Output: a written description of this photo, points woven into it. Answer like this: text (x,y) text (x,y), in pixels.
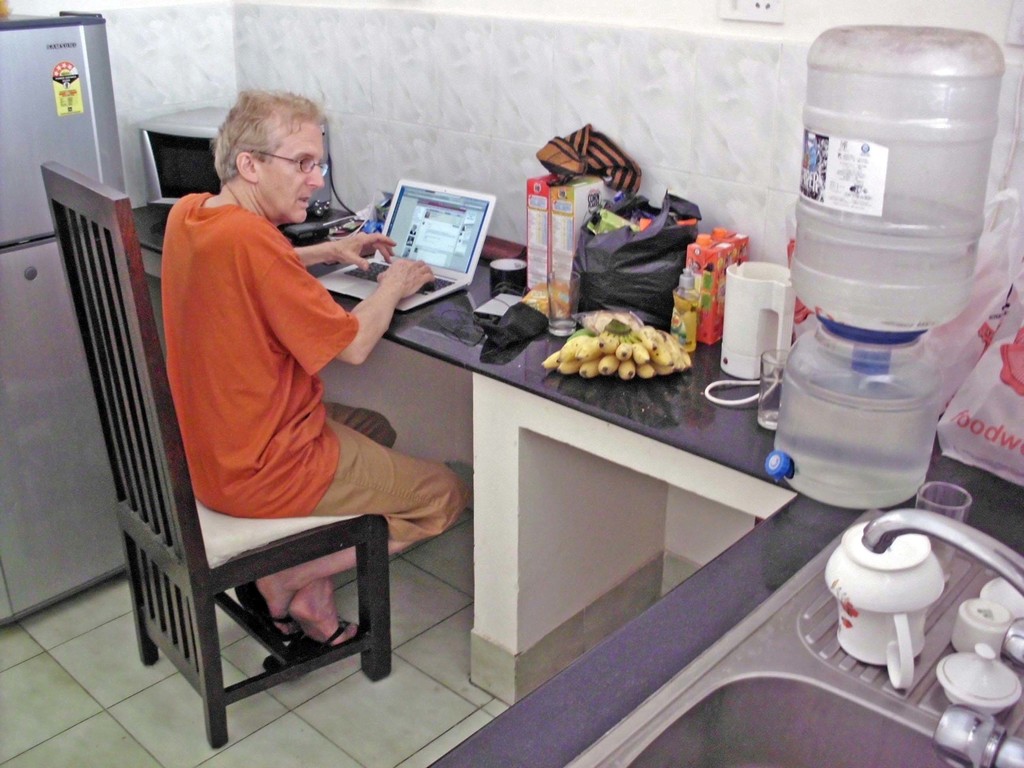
This picture is clicked inside the room (422,591). In this picture, we see a man (309,337) in the orange T-shirt (309,413) is sitting on the chair (150,450). He is wearing the spectacles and he is operating the laptop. In front of him, we see a counter top (529,364) on which laptop (447,261), cup (502,281), bananas (642,357), cool drink bottles (683,281), boxes (560,227), plastic covers (629,236), water can (818,311) and glasses (769,412) are placed. On the right side (808,625), we see the wash basin (773,706) or sink (902,743). Beside that, we see a jar (888,632), glass (951,516) and cups (978,620) are placed on the counter top (621,395). On the left side (74,457), we see a refrigerator (43,377). In the background (278,81), we see a wall (598,76) in white color.
